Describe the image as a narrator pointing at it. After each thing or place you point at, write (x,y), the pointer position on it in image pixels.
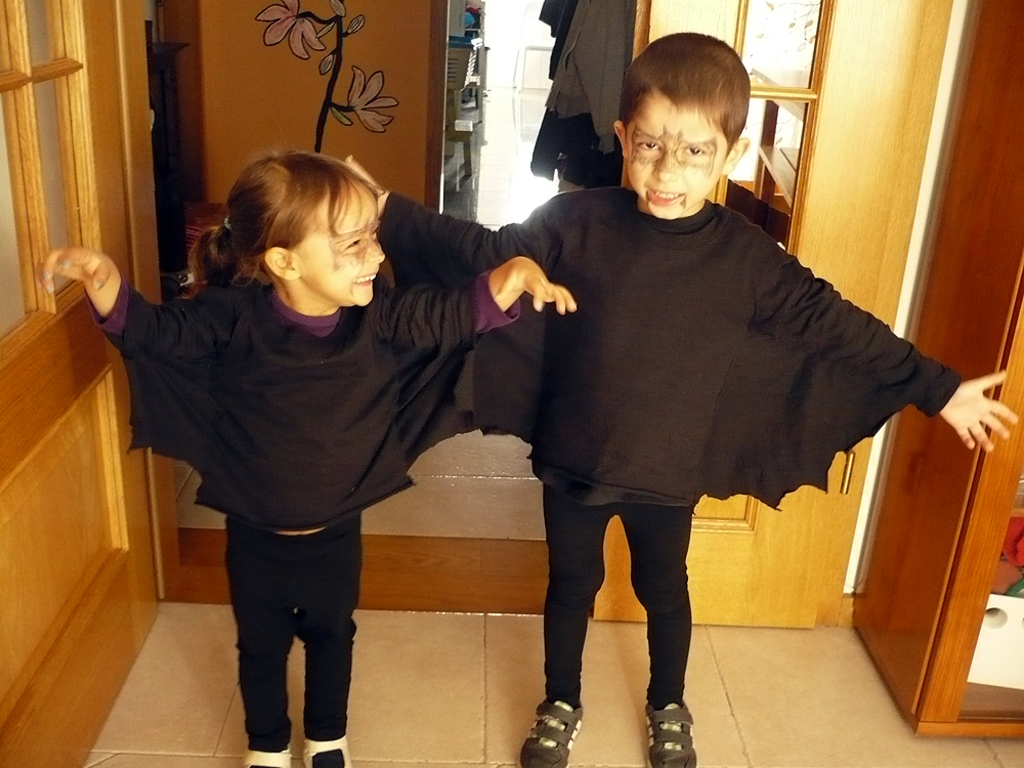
In this picture there is a girl (298,316) who is wearing black dress (372,465), besides her there is a boy (748,433) who is wearing black dress (744,460) and shoes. Both of them were smiling. In the back (607,135) I can see the clothes (586,60) which are hanging near to the shelf (480,59). On that I can see some objects (456,68). On the left (73,111) there is a door (26,111). On the right (1017,539) I can see some objects (1017,553) on the cupboard (968,284).
